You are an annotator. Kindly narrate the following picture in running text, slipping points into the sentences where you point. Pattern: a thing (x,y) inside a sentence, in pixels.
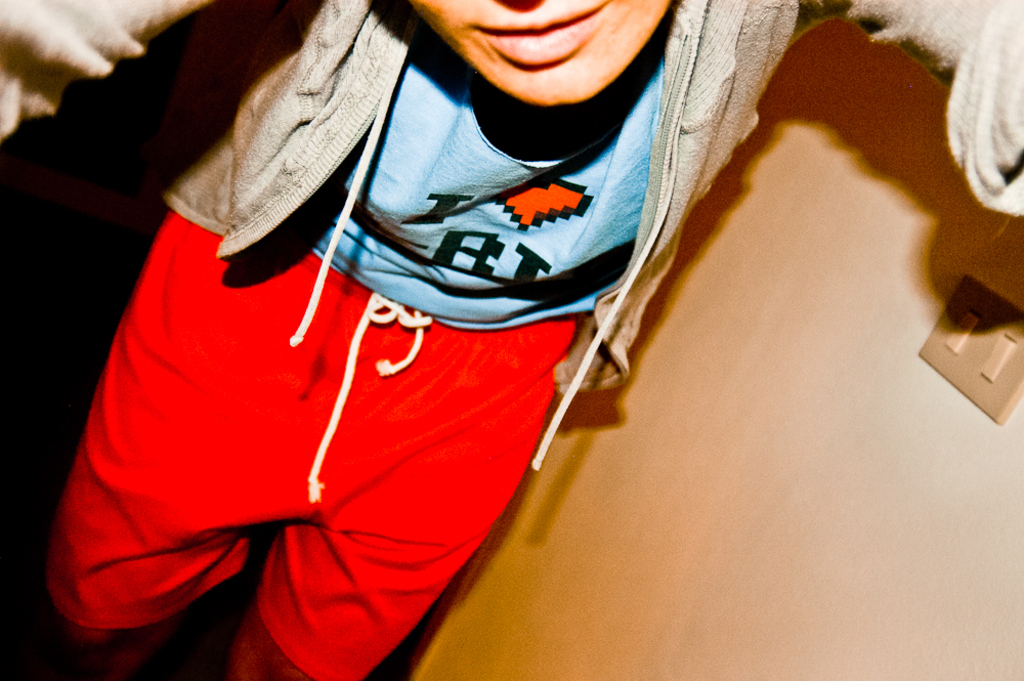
In this image I can see a person (564,123), this person (588,158) wore red color short (468,372), blue color top (439,252), ash color sweater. On the right side (968,358) there are electric switches (958,385).
